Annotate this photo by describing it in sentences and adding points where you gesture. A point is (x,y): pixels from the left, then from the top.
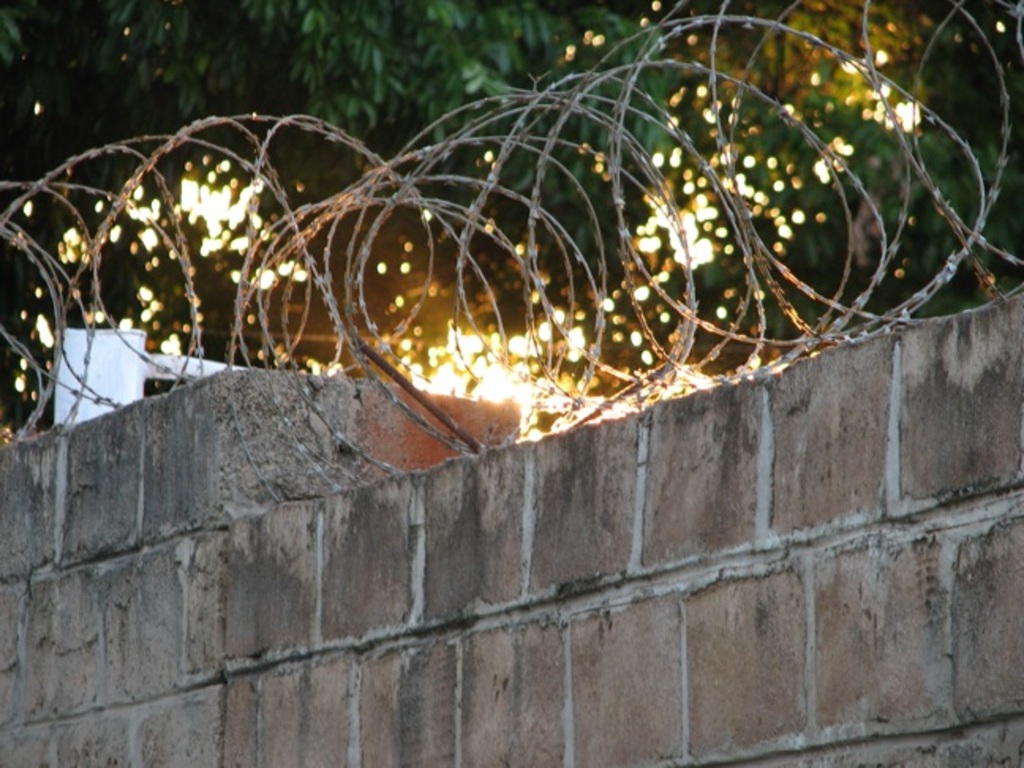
In this image I can see a brick wall (558,566) I can see a metal fence (3,331) at the top of the brick wall (159,603). I can see the trees (190,100) behind the wall (153,592).
